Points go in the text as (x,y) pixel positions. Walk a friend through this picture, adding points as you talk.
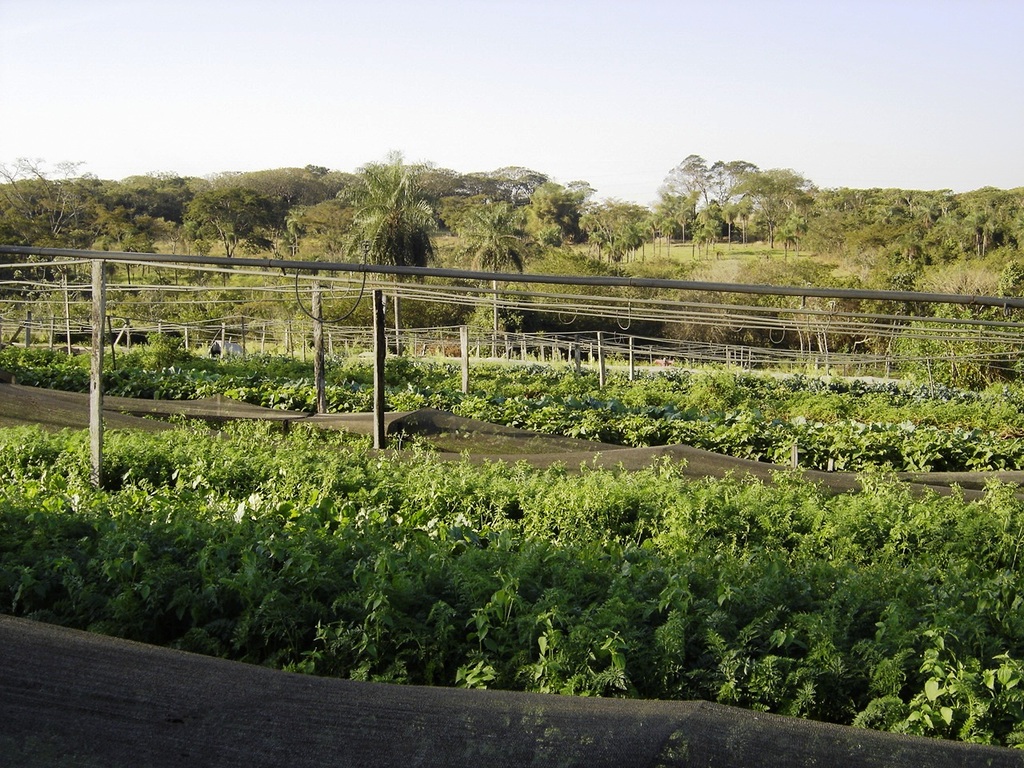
This is an outside view. Here I can see many plants (505,568), trees (150,204) and poles (94,345) on the ground (483,361). At the top of the image (543,68) I can see the sky (462,37).
